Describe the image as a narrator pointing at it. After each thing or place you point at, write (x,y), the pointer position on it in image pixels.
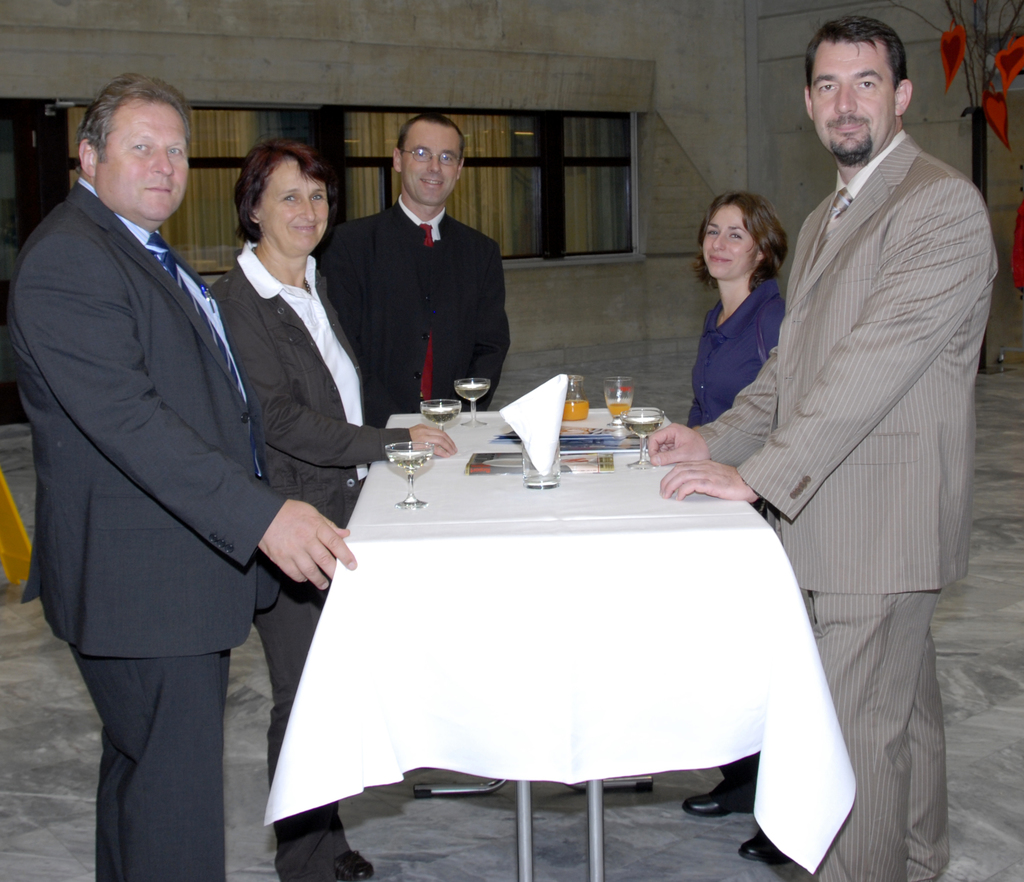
The image is inside the room (525,12). In the image there are group of people (733,321) are standing in front of a table (392,656), on table (449,659) we can see a cloth (442,616), glass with some drink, tissues (547,411), book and in the background (978,158) there is a flower pot (978,127), flower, glass window (522,193), curtains (350,192).
